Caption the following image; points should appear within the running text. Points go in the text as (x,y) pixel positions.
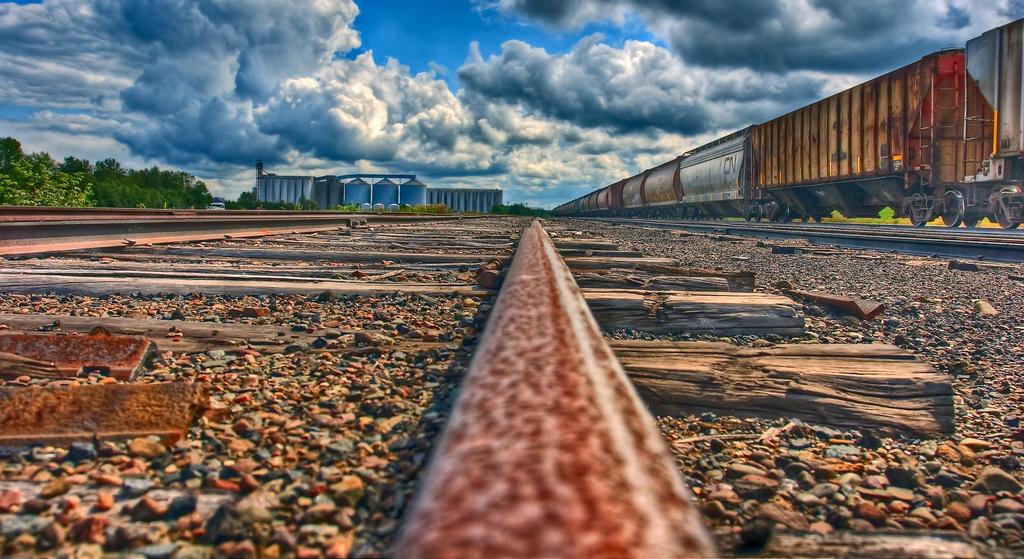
In the picture we can see a close up of a railway track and full of stones (1008,400) in between and beside the track (12,209) we can see a train (582,204) on the track (881,227) and on the other side we can see some plants (55,192) and in the background (303,186) we can see some buildings (266,187) and behind it we can see sky (384,112) with clouds (369,166).
